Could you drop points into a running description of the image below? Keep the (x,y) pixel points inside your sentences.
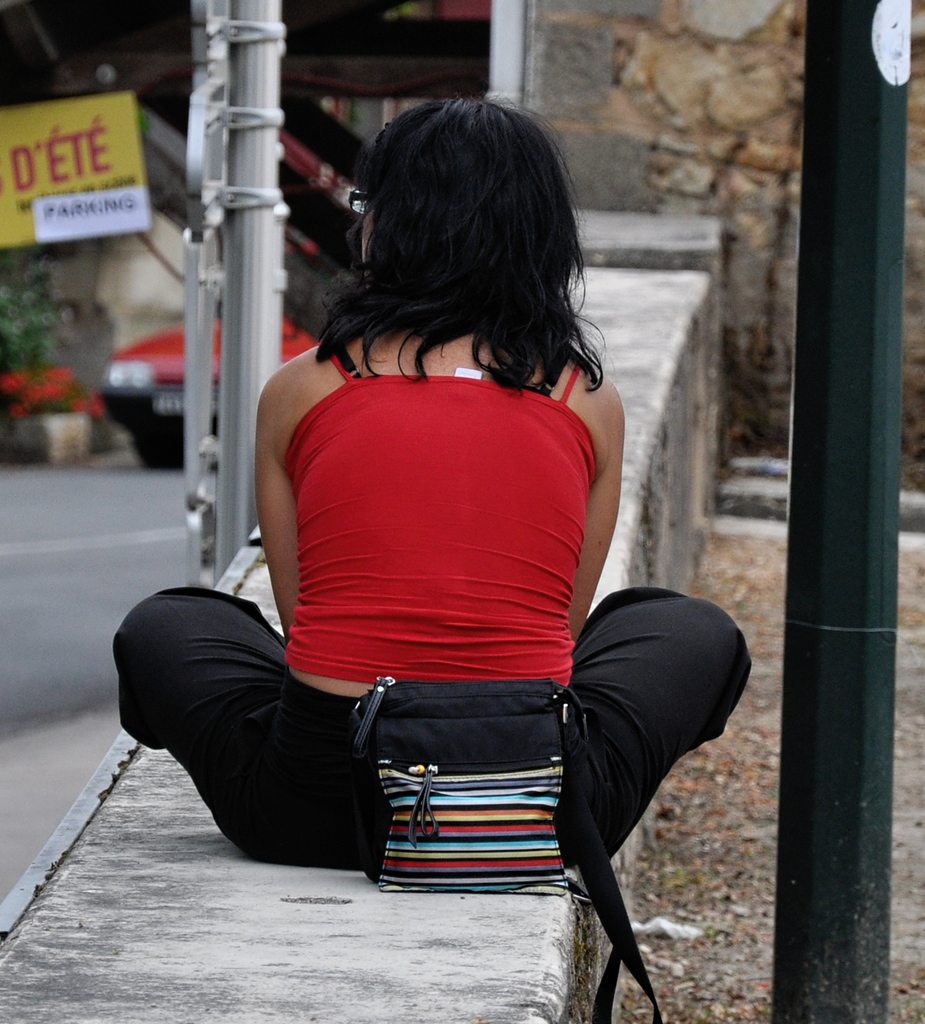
The picture is taken outside of the road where one woman (496,660) is sitting on the wall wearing red t-shirt (478,570) and carrying a bag (468,790) and in front of her there is a vehicle (218,341) and some plants (38,394) and a sign board (88,170).
